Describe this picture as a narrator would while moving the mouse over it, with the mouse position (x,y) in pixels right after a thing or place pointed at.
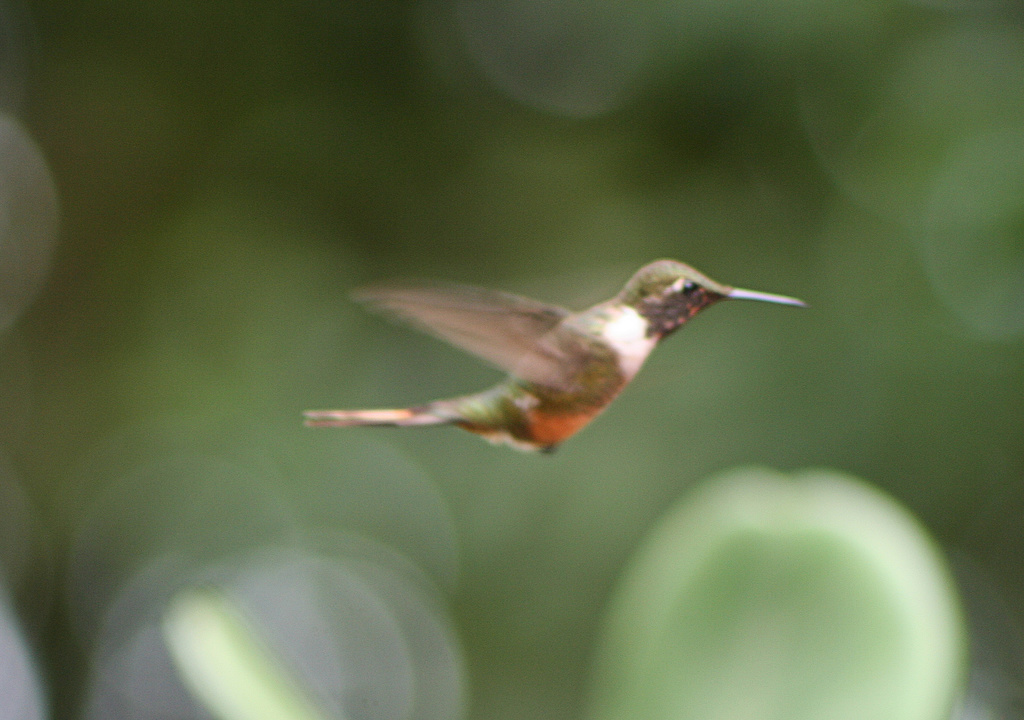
This picture is clicked outside. In the center (574,335) there is a bird (528,370) flying in the air (427,355). The background of the image (444,359) is blurry and green in color.
